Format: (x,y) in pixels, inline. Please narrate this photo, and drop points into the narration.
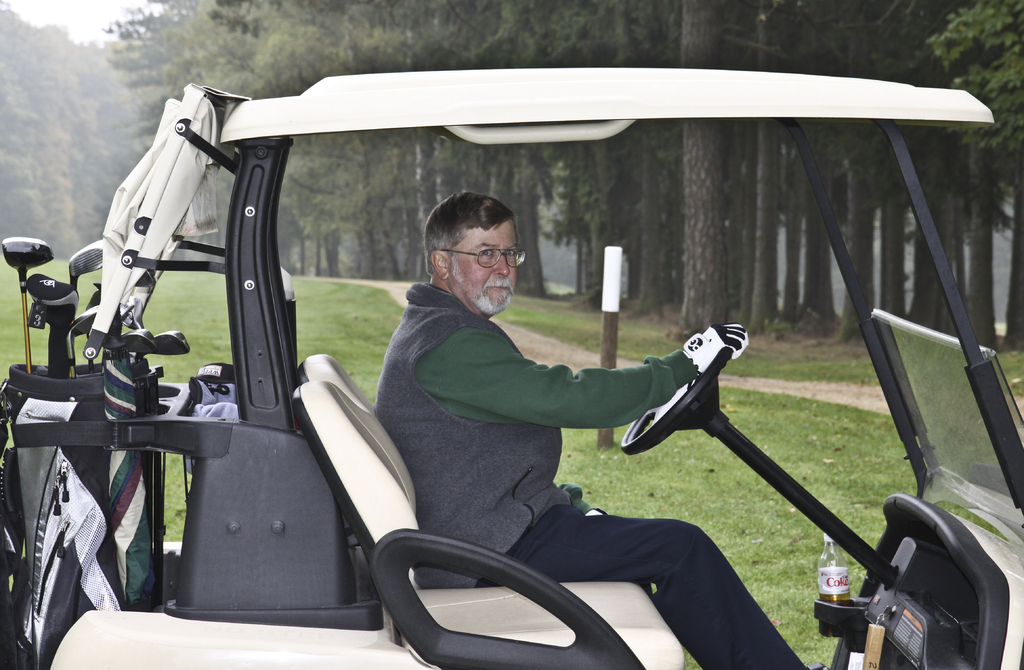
In this image we can see a person (458,258) is sitting in a vehicle (328,359), golf bats (49,315) in a bag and a bottle (836,566). In the background (807,548) we can see a pole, grass (732,373) on the ground (770,579) and trees (789,27).
